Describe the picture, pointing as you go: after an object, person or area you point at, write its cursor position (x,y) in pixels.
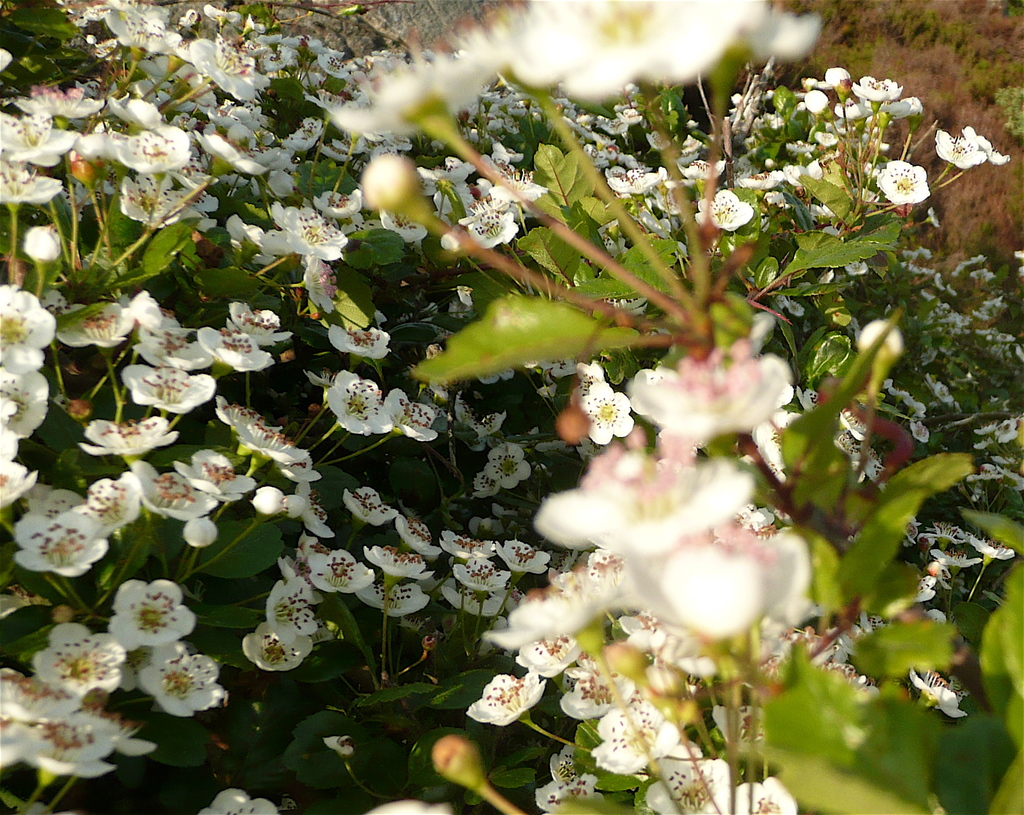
In this image there are white flowers (181,613) on top of the plant (419,647).
